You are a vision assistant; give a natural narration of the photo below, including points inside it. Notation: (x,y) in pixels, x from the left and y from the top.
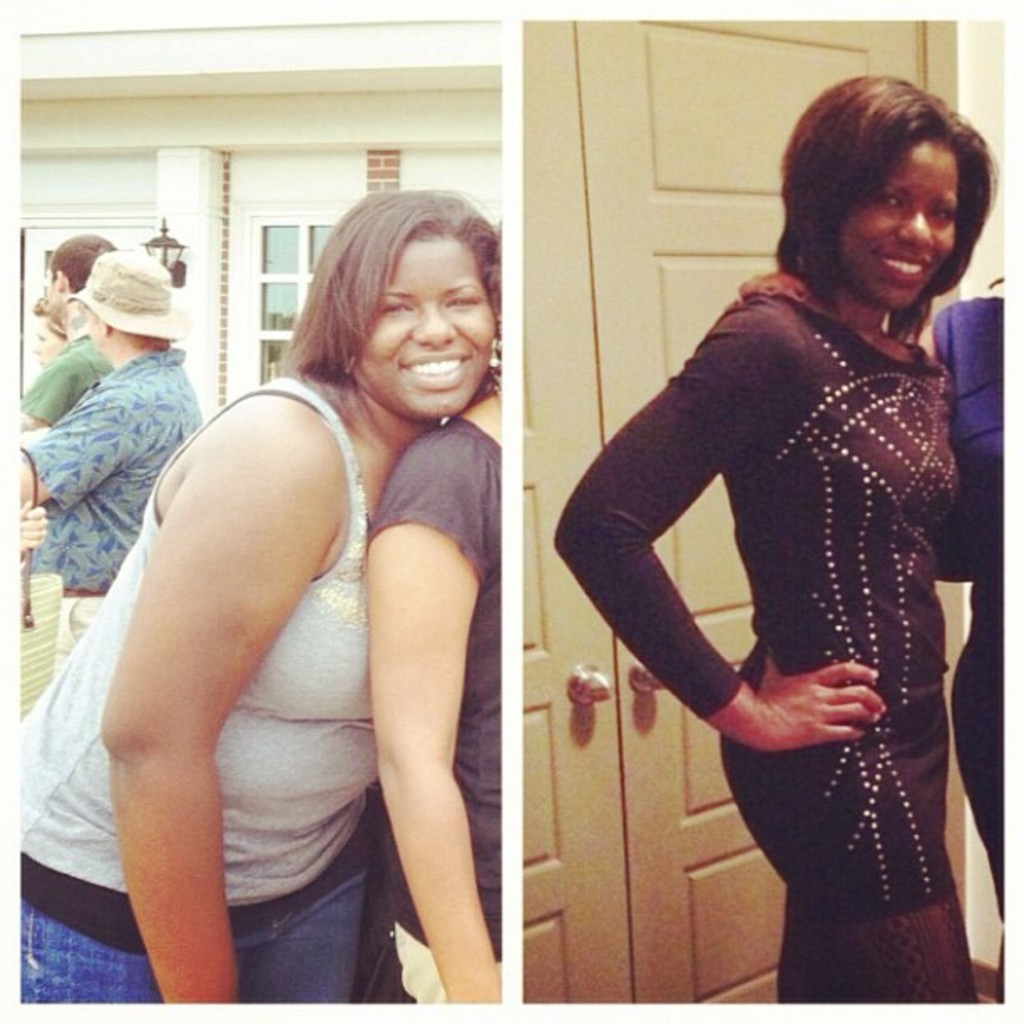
In this image on the left side (218,633) we can see few persons (175,442), wall (242,284), windows (278,268), light (161,247) and objects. On the right side (877,722) we can see a woman (833,649), doors (534,265) and wall (995,224).
